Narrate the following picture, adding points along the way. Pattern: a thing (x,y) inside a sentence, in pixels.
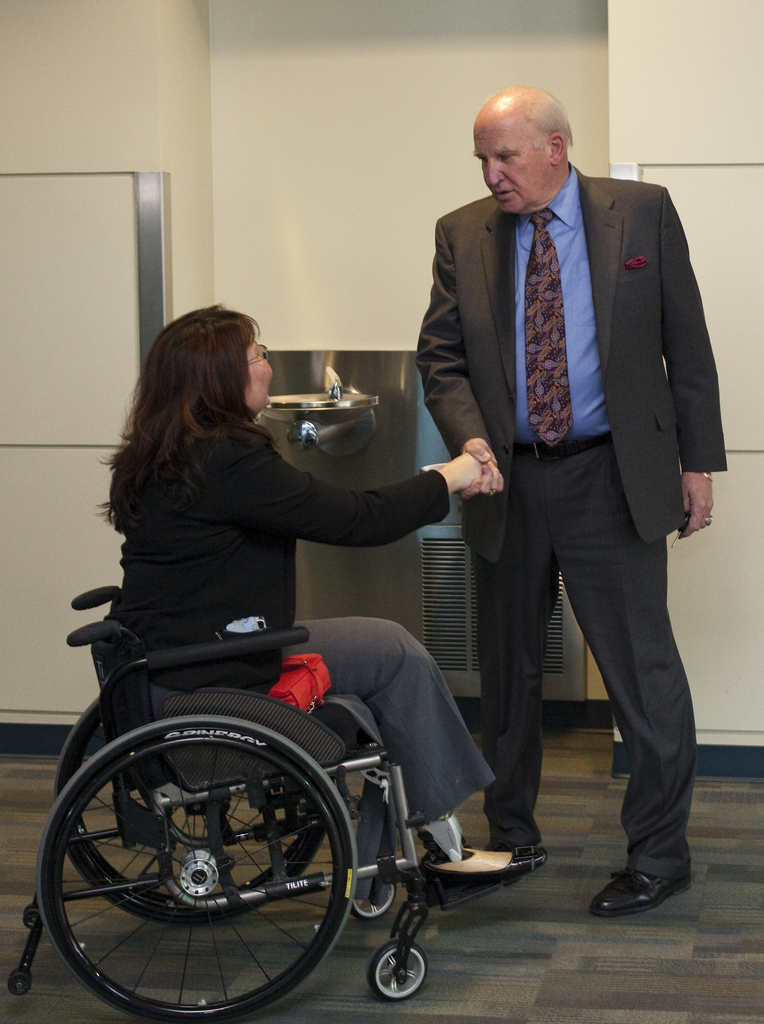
On the left side of the image (234,468) we can see women (255,537) on the wheelchair (279,799). On the right side of the image (523,572) we can see a person (473,482) standing on the floor (559,839). In the background (125,414) we can see sink (316,402) and wall (334,62).
